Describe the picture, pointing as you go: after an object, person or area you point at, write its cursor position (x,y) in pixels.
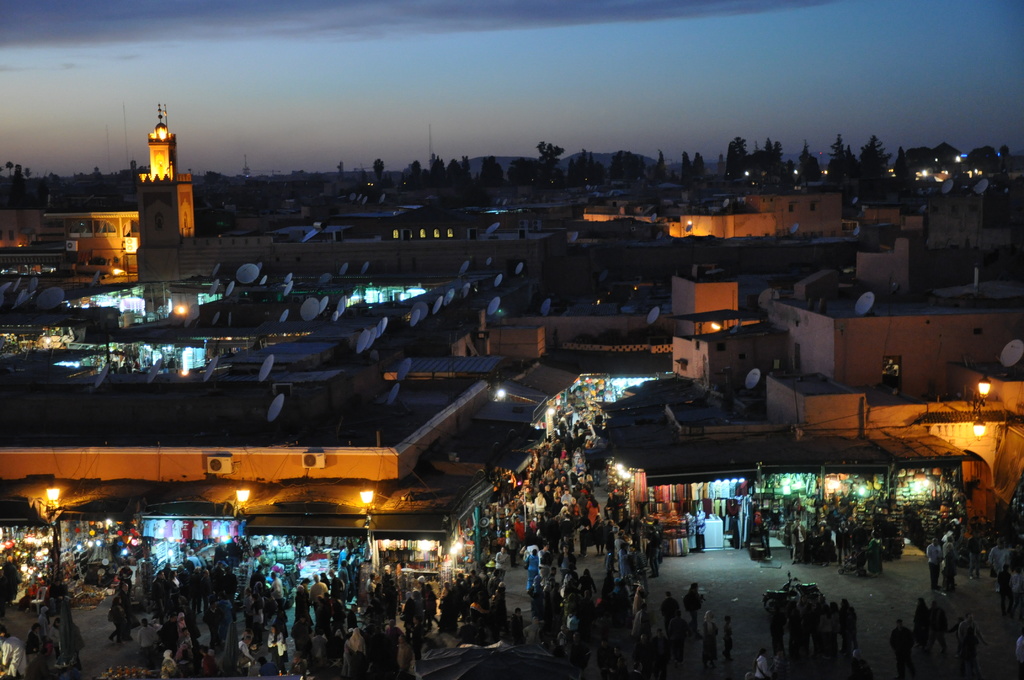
Here we can see people (562,613) and we can see stalls (99,563) and lights (979,383). We can see houses (283,307) and dish antenna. Background (999,157) we can see trees (868,157) and sky (519,110).
